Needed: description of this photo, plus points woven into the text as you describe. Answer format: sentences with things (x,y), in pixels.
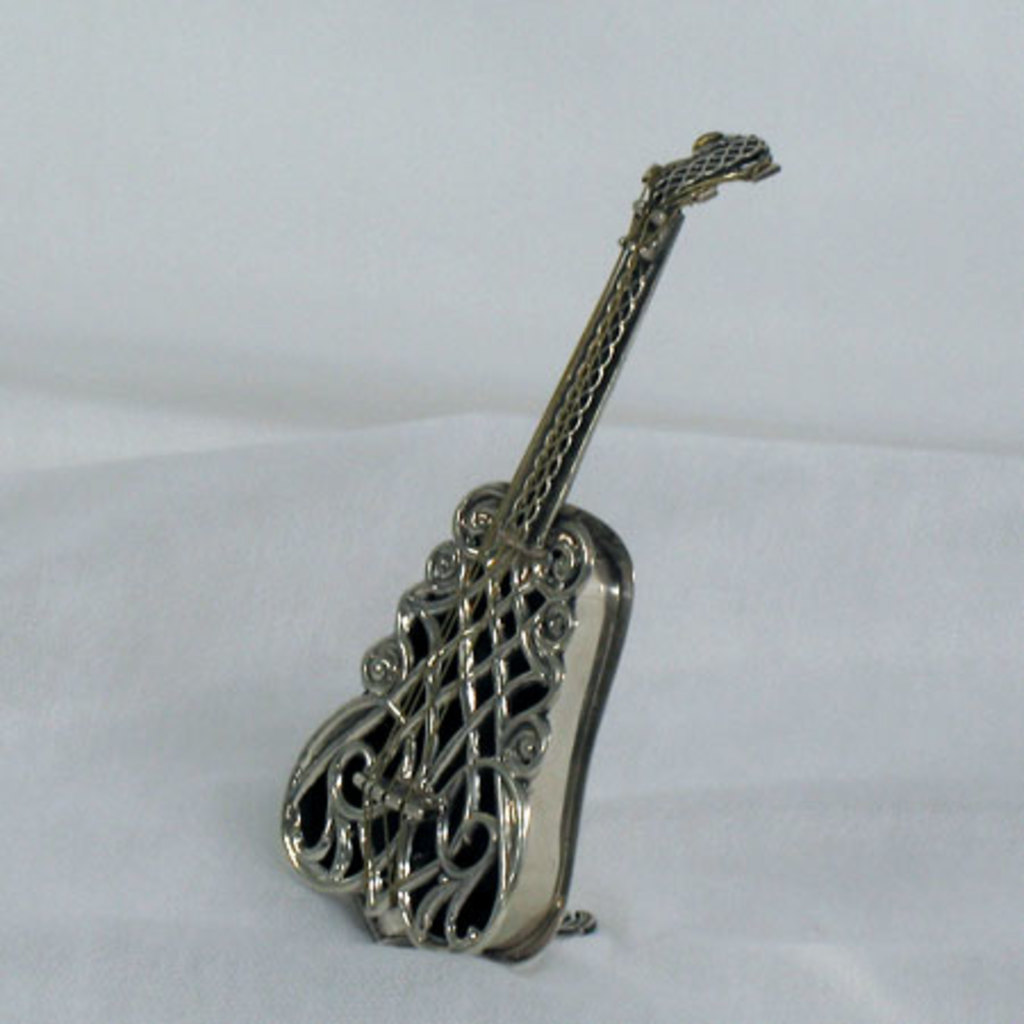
In this picture we can see a guitar (562,718) on the white surface (159,821). In the background of the image (427,103) it is white.
